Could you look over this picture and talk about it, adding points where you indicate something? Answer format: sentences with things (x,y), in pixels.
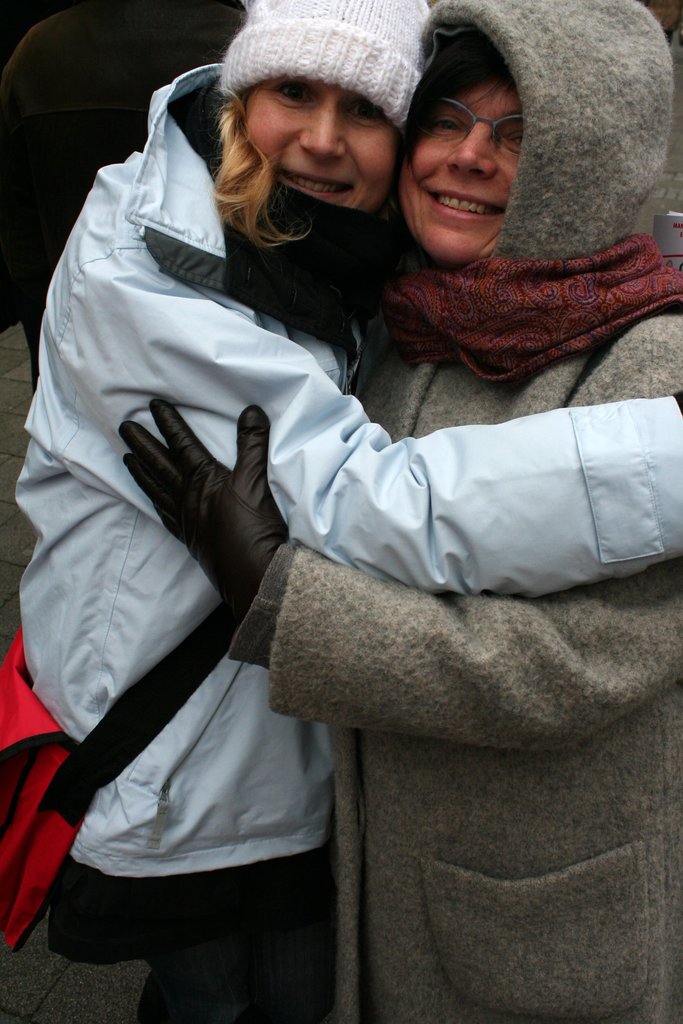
This picture describes about group of people (344,395), on the left side of the image (108,586) we can see a woman (272,313), she wore a cap (405,52) and a bag (49,742).
